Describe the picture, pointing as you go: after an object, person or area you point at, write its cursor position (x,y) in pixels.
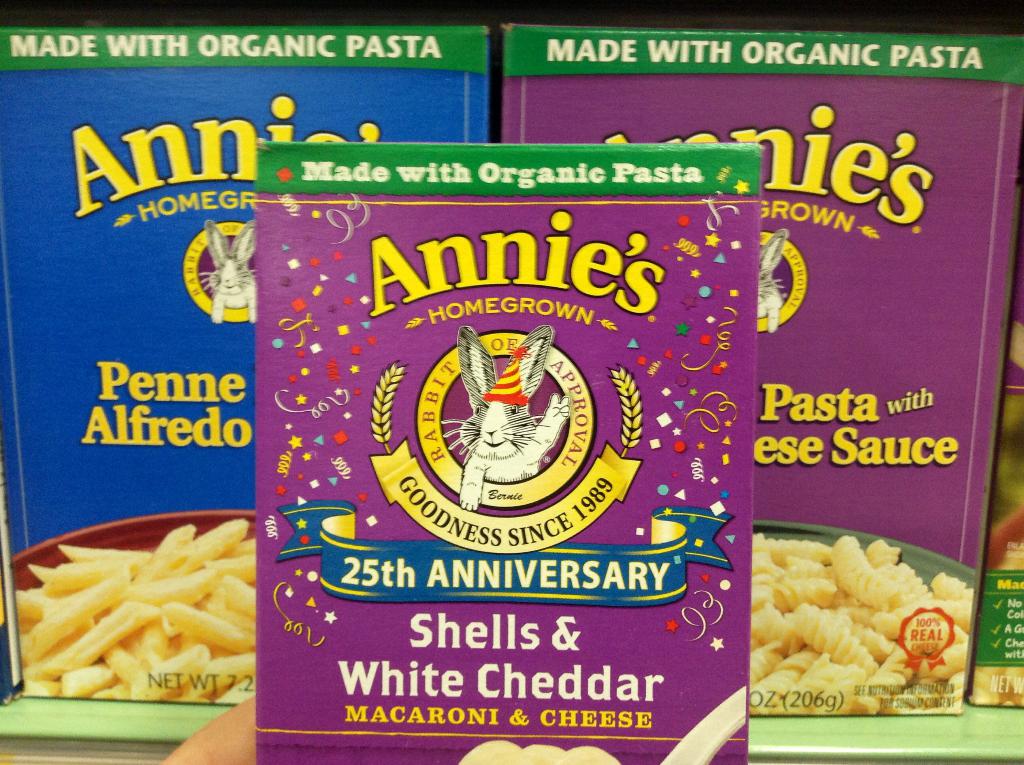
In this image there are some food packets (592,604) on the shelf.
